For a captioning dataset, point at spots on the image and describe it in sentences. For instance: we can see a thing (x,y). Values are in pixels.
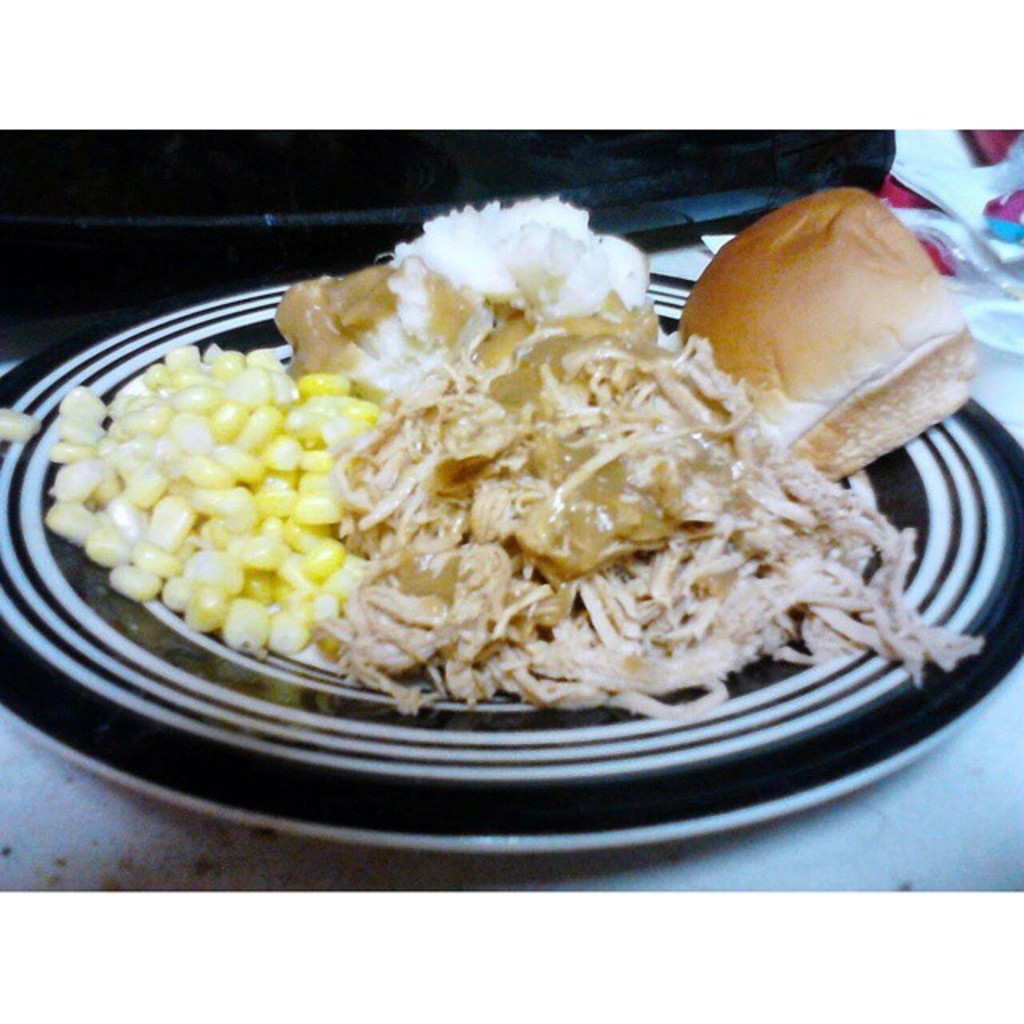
In this picture we can see food (538,299) in the plate (1022,622). We can see few objects (744,142) on the white platform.
